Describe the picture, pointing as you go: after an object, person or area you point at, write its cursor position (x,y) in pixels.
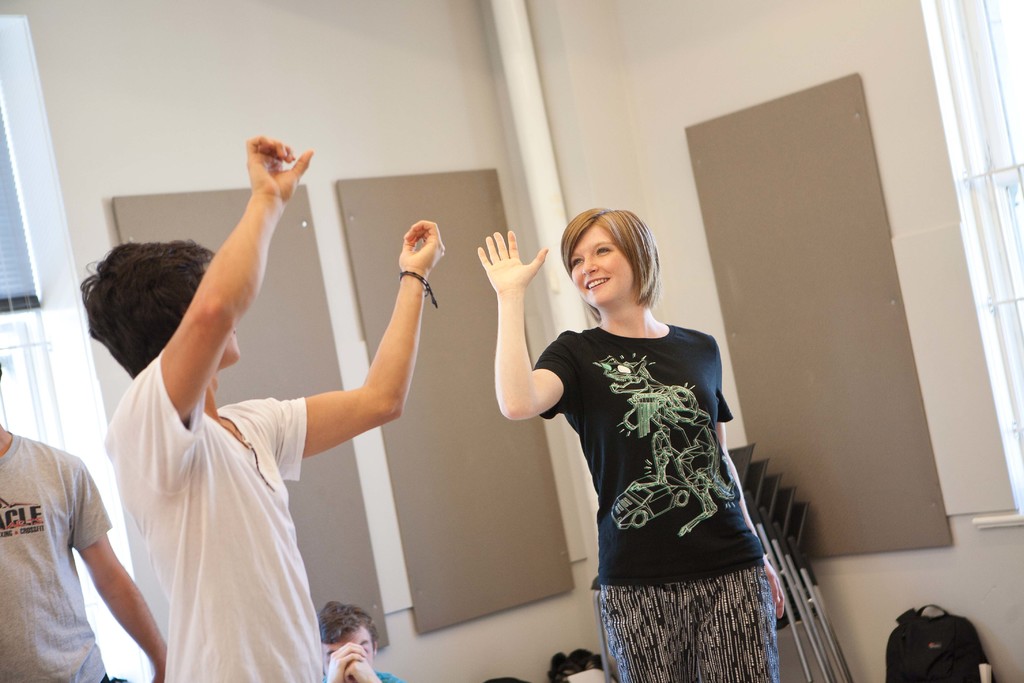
In the foreground of this picture (607,405), there is a man (220,484) and a woman (674,561) showing their hands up in the air. In the background (16,567), there are bags (917,674), chairs (797,548), wall (297,27), pipe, window blind (16,266) and two men (140,634).
